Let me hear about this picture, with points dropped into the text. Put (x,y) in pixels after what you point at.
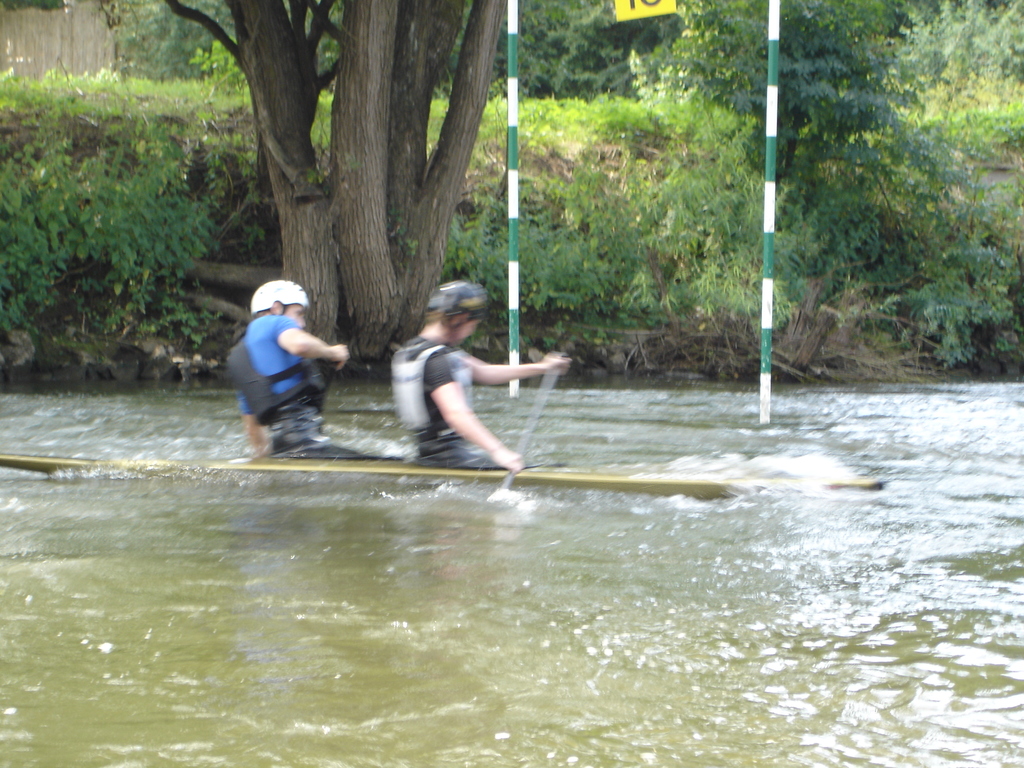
In this image at the bottom (448,624) there is a river (634,462) in that river (564,462) there is one boat (20,464), in that boat (615,482) there are two persons (301,334) who are sitting and in the background (554,118) there are some trees (457,97) and plants (603,132) and poles (772,253).
